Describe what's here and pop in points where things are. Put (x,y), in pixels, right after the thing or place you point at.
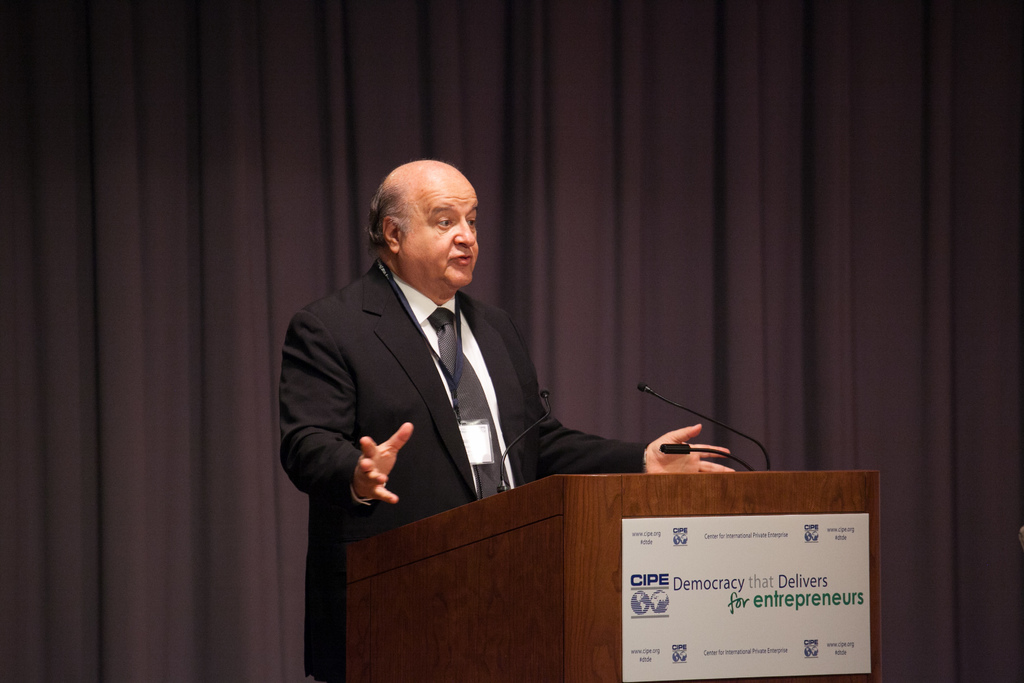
In the image in the center, we can see one person (380,445) standing. In front of him, there is a wooden stand (516,669), banner (791,563) and microphones (512,440). In the background (978,88) there is a curtain (569,156).
